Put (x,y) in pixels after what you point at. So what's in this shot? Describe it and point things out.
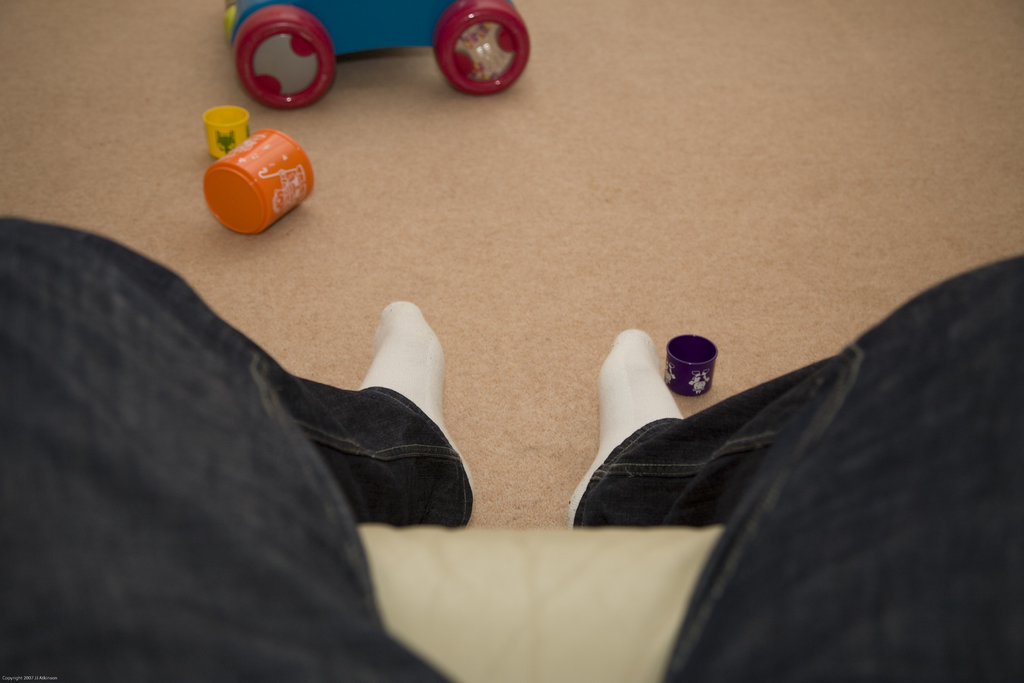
In this picture, we see the person (364,491) in black pant (364,491) who is wearing the white socks (449,440) is sitting on the sofa (571,582) or the chair (559,578). Beside him, we see a purple color cup (684,346) and we even see the cups (264,170) in orange and yellow color. At the top (331,66), we see the toy vehicle (254,44) in blue and red color.
